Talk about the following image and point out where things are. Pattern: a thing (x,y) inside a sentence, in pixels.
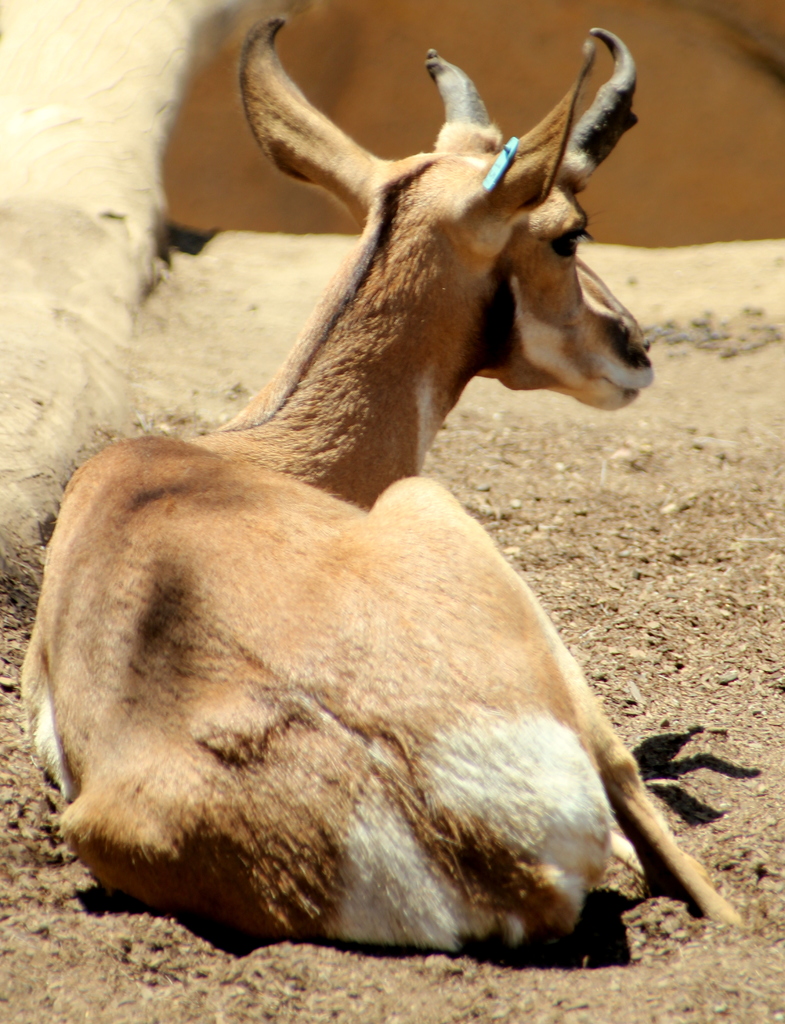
In this picture we can see an animal (469,129) sitting on the ground (555,499) and in the background (131,94) it is blurry.
